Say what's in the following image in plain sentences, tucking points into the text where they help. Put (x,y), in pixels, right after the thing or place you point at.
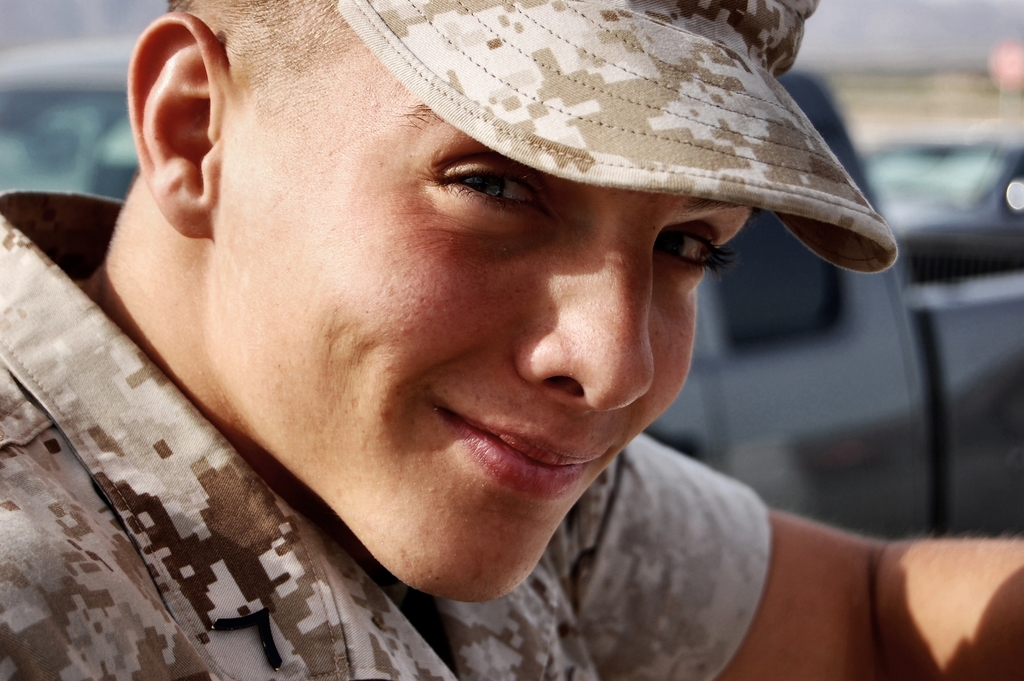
As we can see in the image there is a man (307,452) wearing a hat (587,42) and the background (944,511) is blurred.
